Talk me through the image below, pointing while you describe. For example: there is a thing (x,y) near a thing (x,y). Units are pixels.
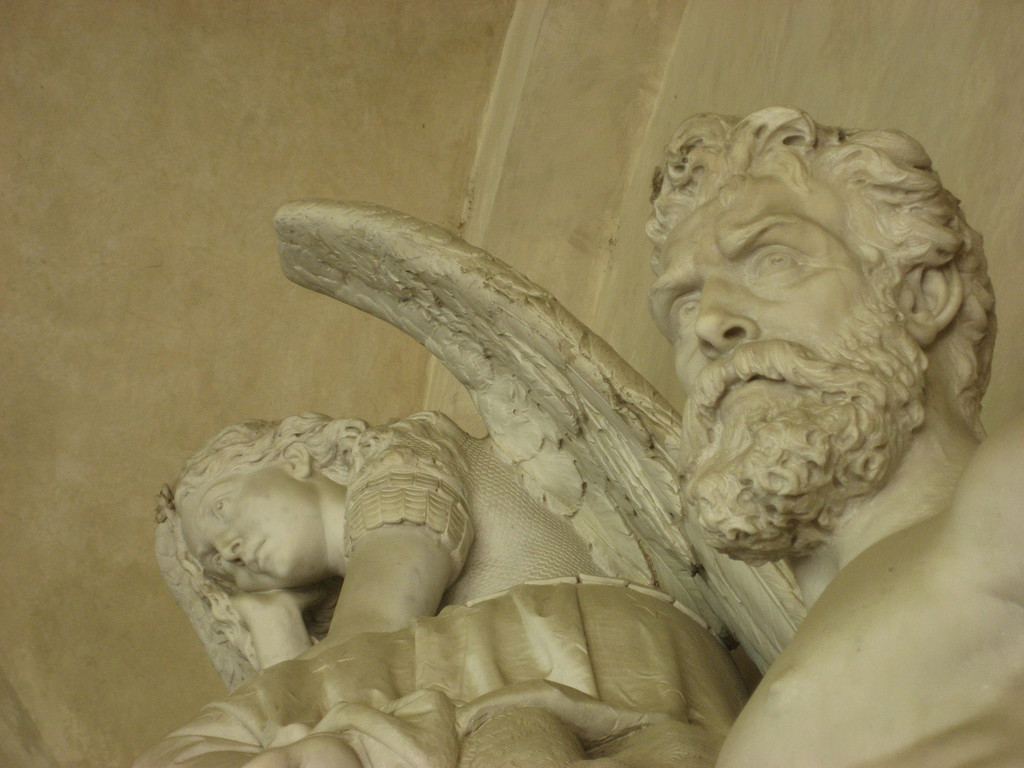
In this picture we can see statues (471,315) and the wall (578,182).
